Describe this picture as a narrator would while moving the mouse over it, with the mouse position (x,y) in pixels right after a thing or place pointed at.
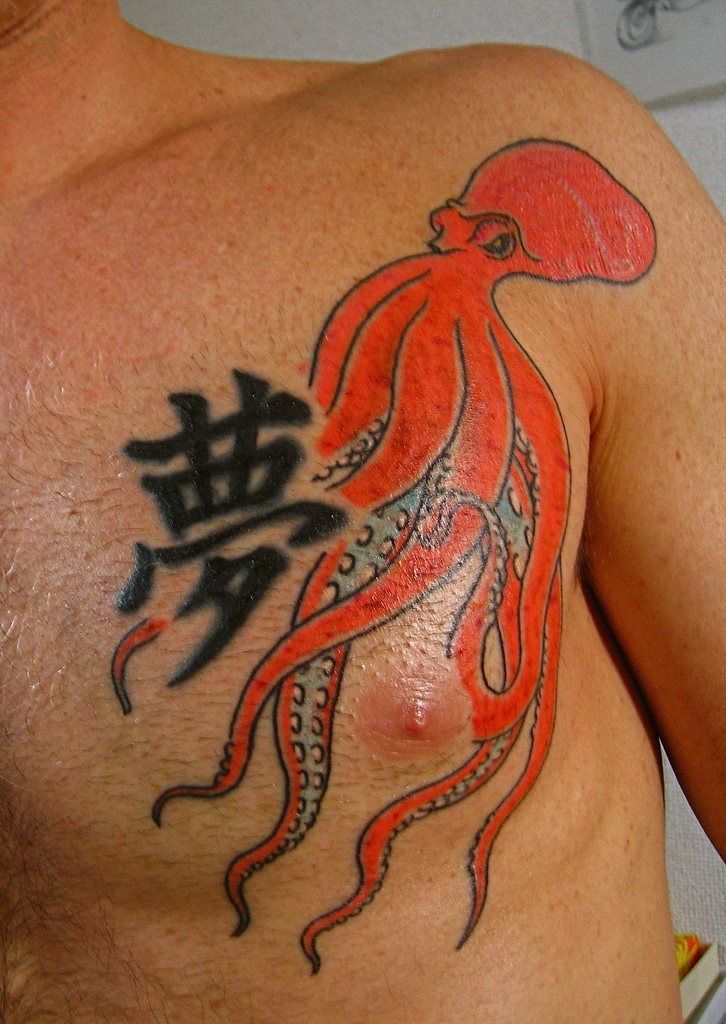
In this image, we can see a tattoo (340,451) on a person (461,337) and in the background (646,83), there is a wall (657,66).
